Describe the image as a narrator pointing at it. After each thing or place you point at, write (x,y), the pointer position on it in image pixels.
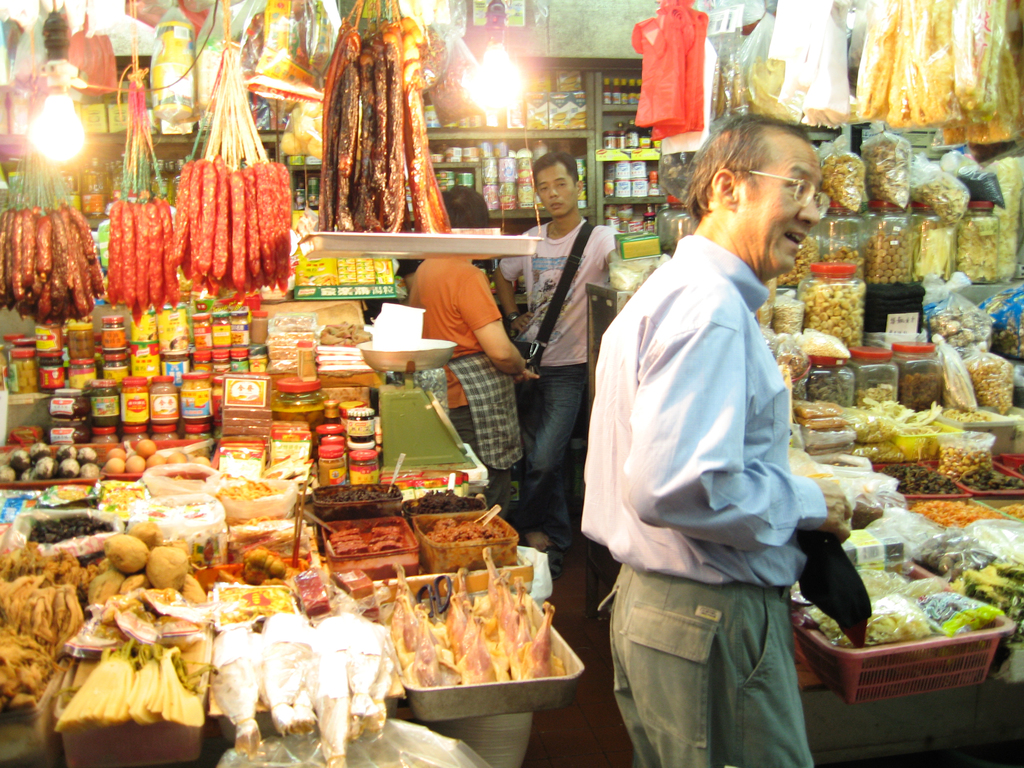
In this image there is one store (20,394), in the store (6,428) there are some baskets (473,564), bottles (61,417) and some jars (925,397). And in the baskets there are some items (882,582), and in the bottles (79,356) and jars (807,297) there are some items (946,233). And in the background (623,121) there are some boxes (458,117) and some objects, and at the top of the image (937,49) there are some plastic covers (916,48) and some items (246,212) are hanging and also there are three persons (461,270). In the foreground (685,402) there is one person (706,408) who is walking and smiling.
